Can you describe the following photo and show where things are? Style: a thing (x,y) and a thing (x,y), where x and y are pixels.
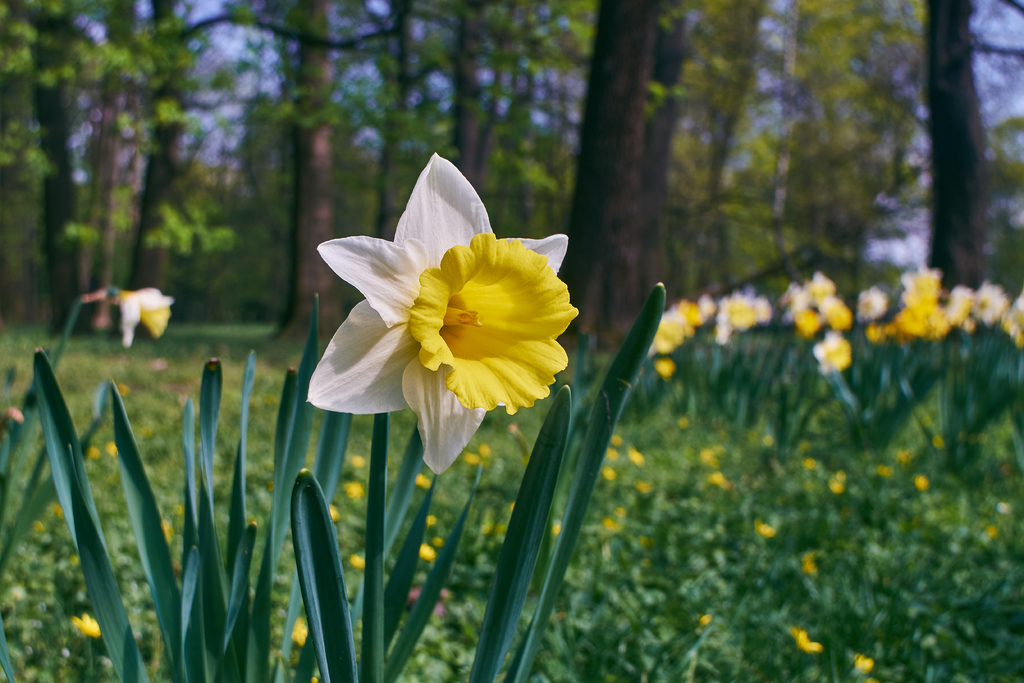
At the bottom of this image (445,544) there are few plants (511,555) along with the flowers (455,359). The flowers (478,338) are in yellow and white colors. In the background (466,130) there are many trees (264,135).
